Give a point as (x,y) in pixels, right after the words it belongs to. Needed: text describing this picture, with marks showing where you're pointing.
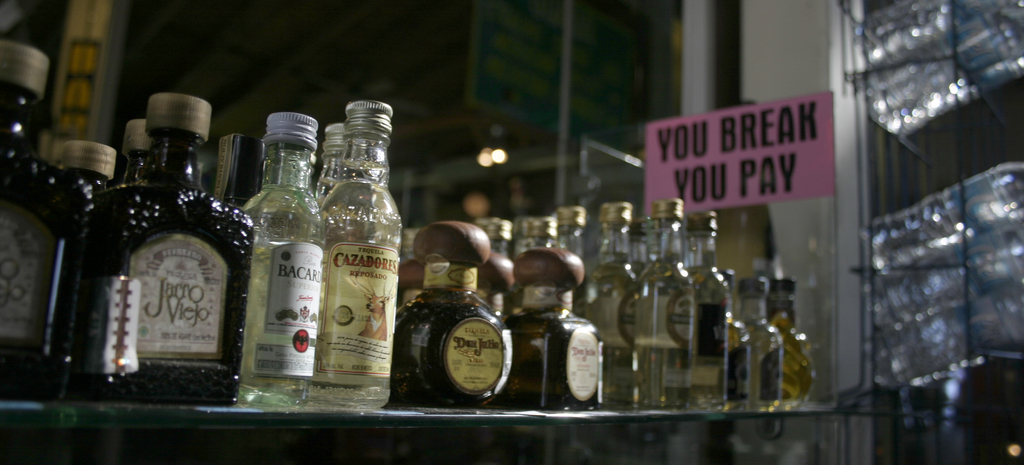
In this picture i can see a group of bottle (335,269) visible and some text (454,344) written on the bottle (459,356) attached with the label (476,352). And bottle (383,392) kept on the table (315,422). and there is a paper (804,156) attached to the wall (769,89) written text (679,160) on that. and background (491,160) there is a light (505,158) visible.
